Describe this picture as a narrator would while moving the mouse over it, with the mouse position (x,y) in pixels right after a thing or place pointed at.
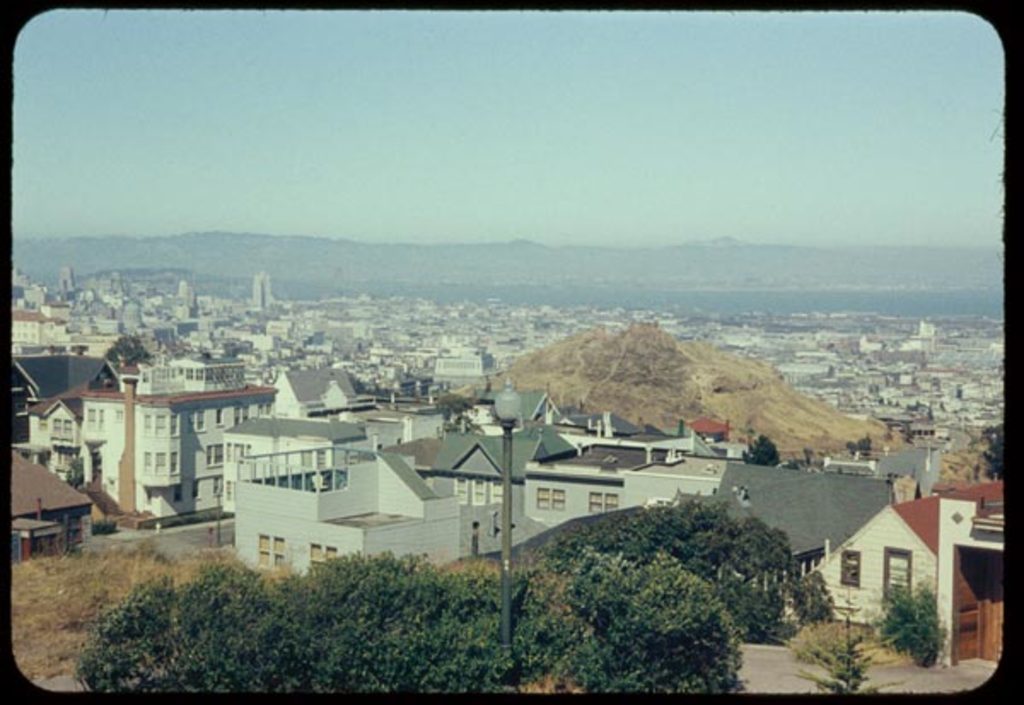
This image taken outdoors. At the top of the image (441,124) there is the sky (706,155). In the middle of the image (373,424) there are many buildings (428,470) and houses (856,497). There are a few trees (605,544) and plants (585,598) with leaves (304,587), stems (387,593) and branches (554,581). There is a pole (504,569) with a street light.
